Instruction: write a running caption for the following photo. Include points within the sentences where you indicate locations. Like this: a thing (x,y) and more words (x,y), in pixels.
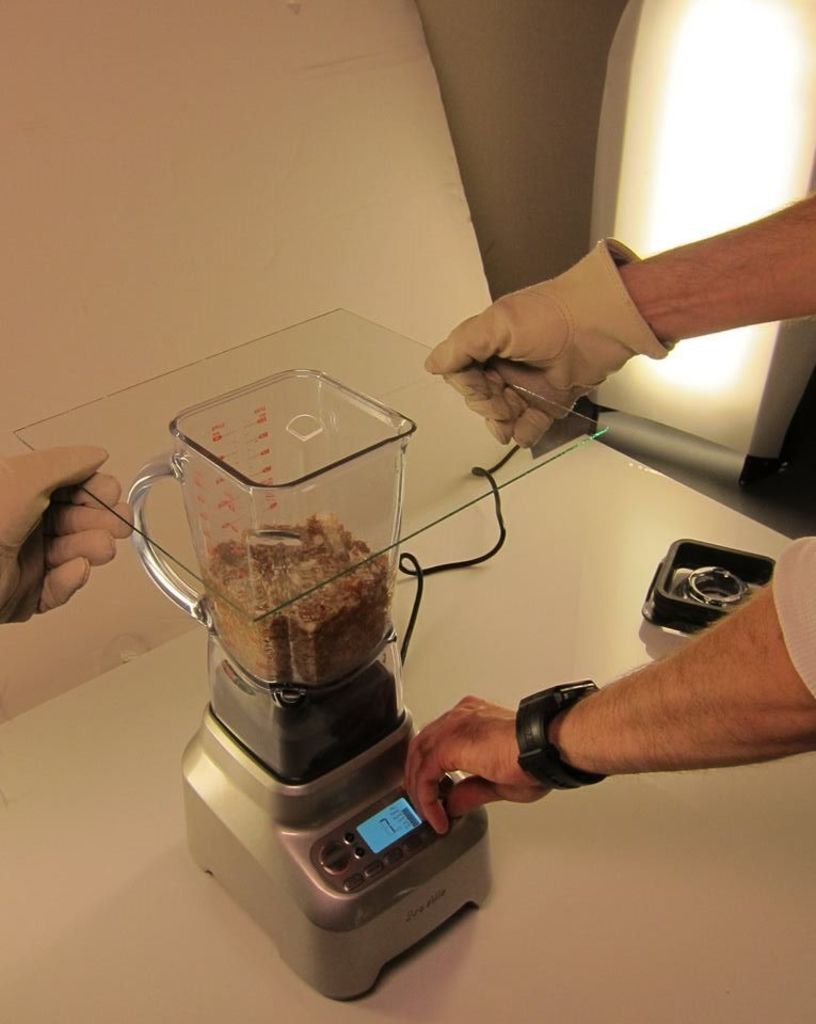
In this image we can see two persons (478,355) wearing gloves (116,546) and holding a glass sheet (255,563) in their hand (31,490). One person (620,736) is operating a mixer grinder (377,687) placed on the table (207,1020). In the background (787,155), we can see a box (731,560) and a light bulb (747,185).
